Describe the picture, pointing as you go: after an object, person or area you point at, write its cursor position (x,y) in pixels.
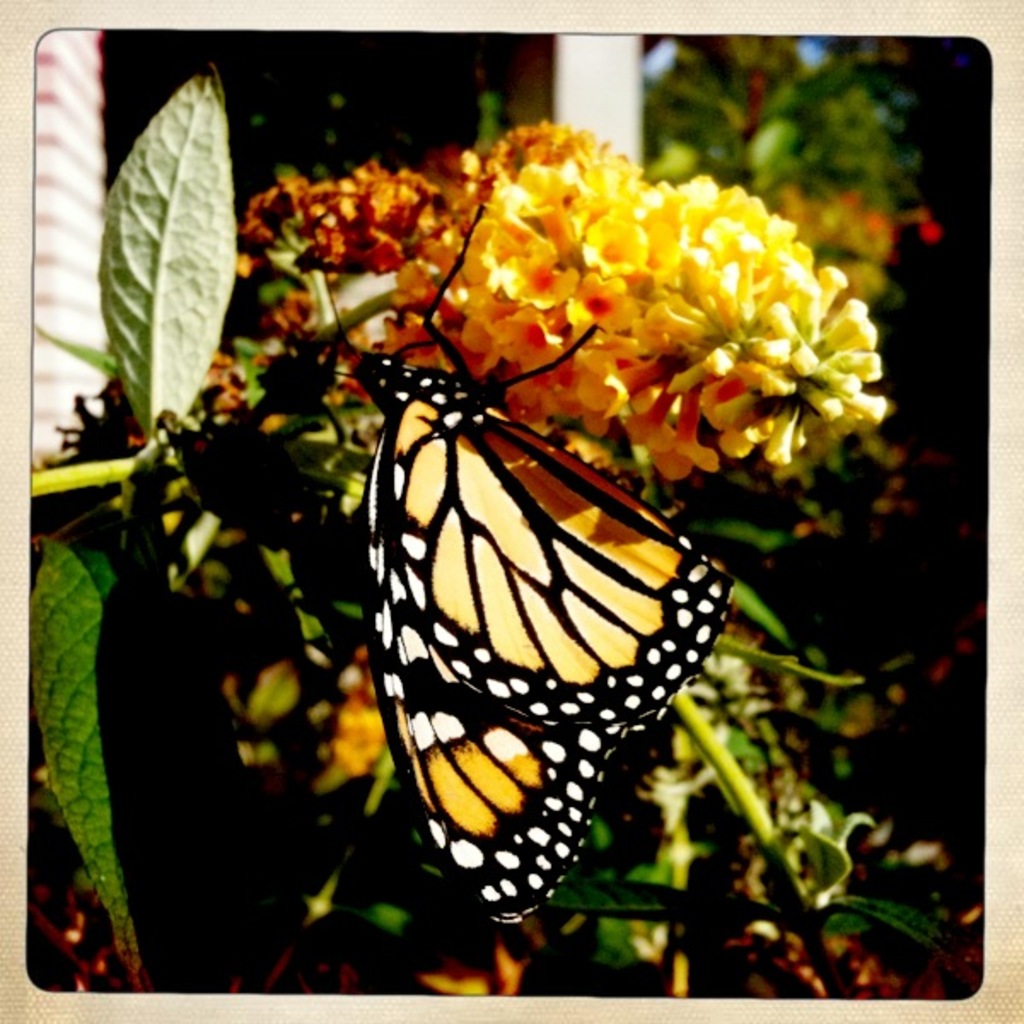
In this image, we can see a photo frame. In this image, in the middle (545,680), we can see a butterfly (558,365) which is on the flower (619,349) and the flower (555,266) is in yellow color. On the left side (162,195), we can see some leaves (106,785). In the background (618,88), we can see a pole (608,77) and green color.
